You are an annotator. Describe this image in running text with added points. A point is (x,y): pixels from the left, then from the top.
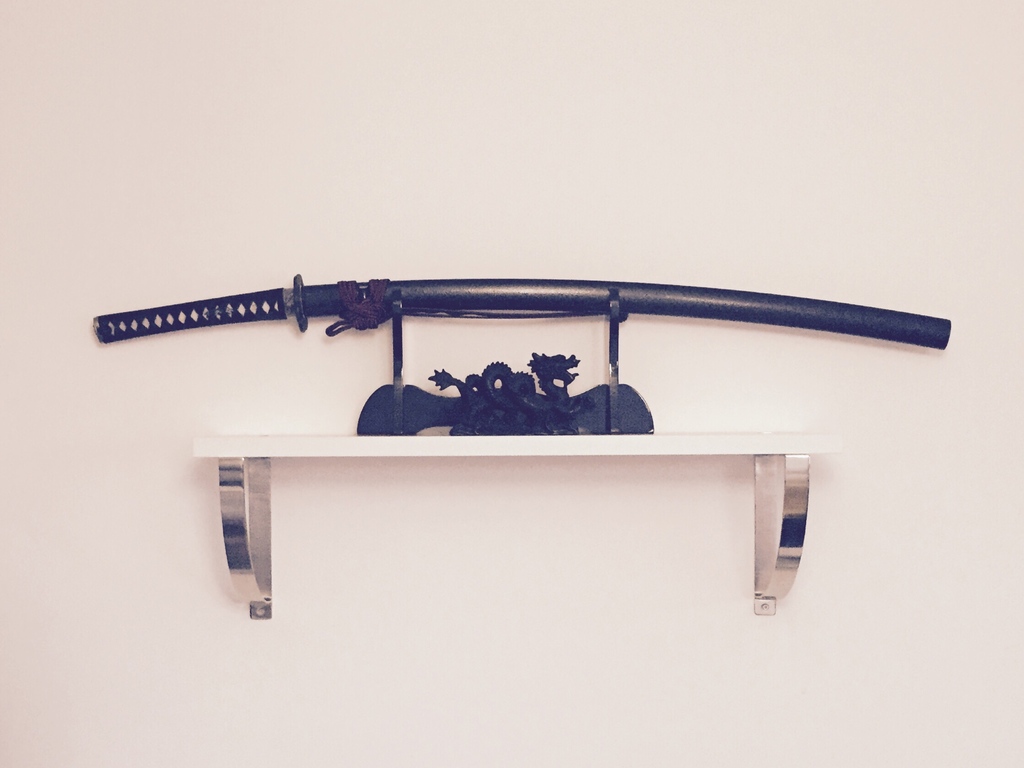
In this image I can see a cream colored wall (556,109) and to it I can see a shelf (279,446). On the shelf (307,451) I can see a black colored sword stand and on it I can see a sword (324,308) which is black in color.
